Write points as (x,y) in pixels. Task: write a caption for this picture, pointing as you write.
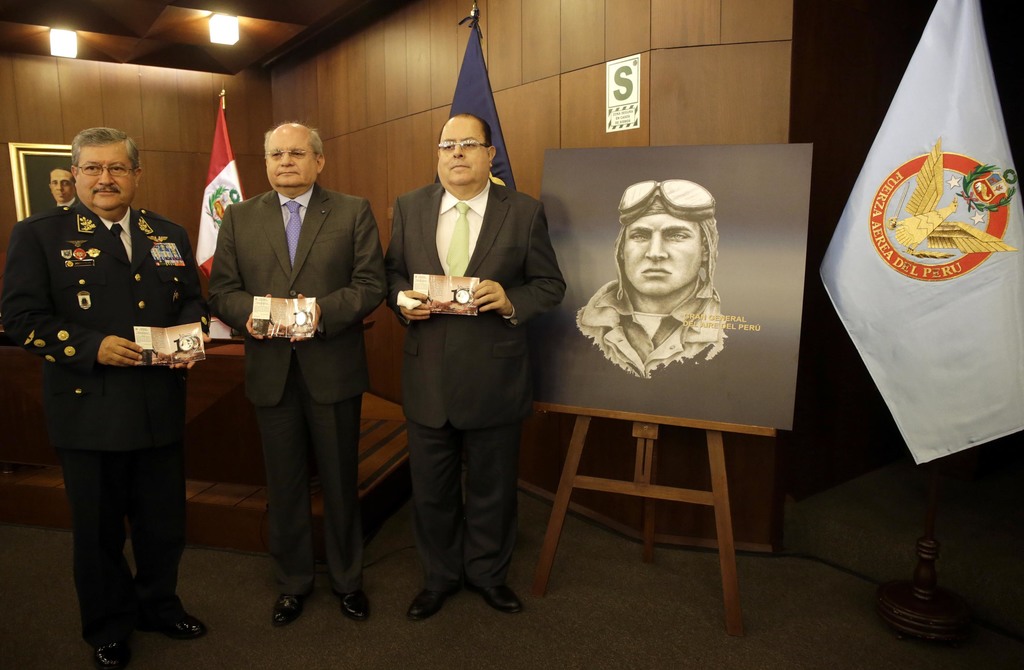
In this image we can see three persons (103,652) are standing on the floor (656,588) and they are holding papers (312,321) with their hands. Here we can see a board (680,311), flags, poster (587,256), and a frame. In the background (386,156) we can see wall (533,92) and lights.
